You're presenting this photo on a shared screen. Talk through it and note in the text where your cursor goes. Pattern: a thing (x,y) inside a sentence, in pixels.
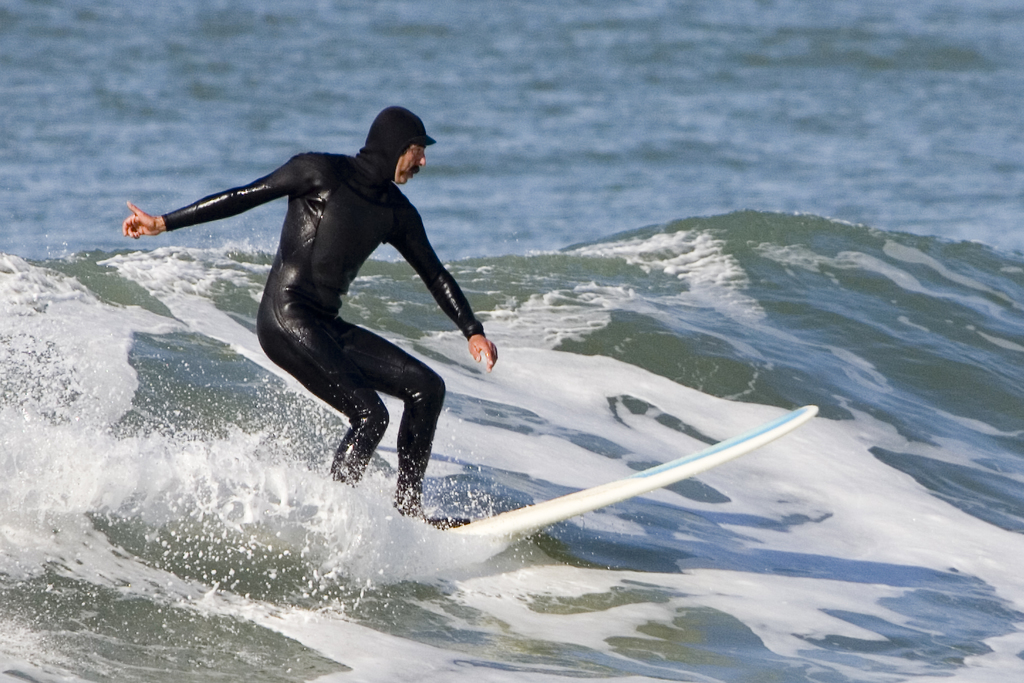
In this picture I can see there is a man (368,448) standing on the surface (748,436) and he is wearing a black swimsuit (336,329). There is a heavy tide (661,268) in the ocean (357,128).
